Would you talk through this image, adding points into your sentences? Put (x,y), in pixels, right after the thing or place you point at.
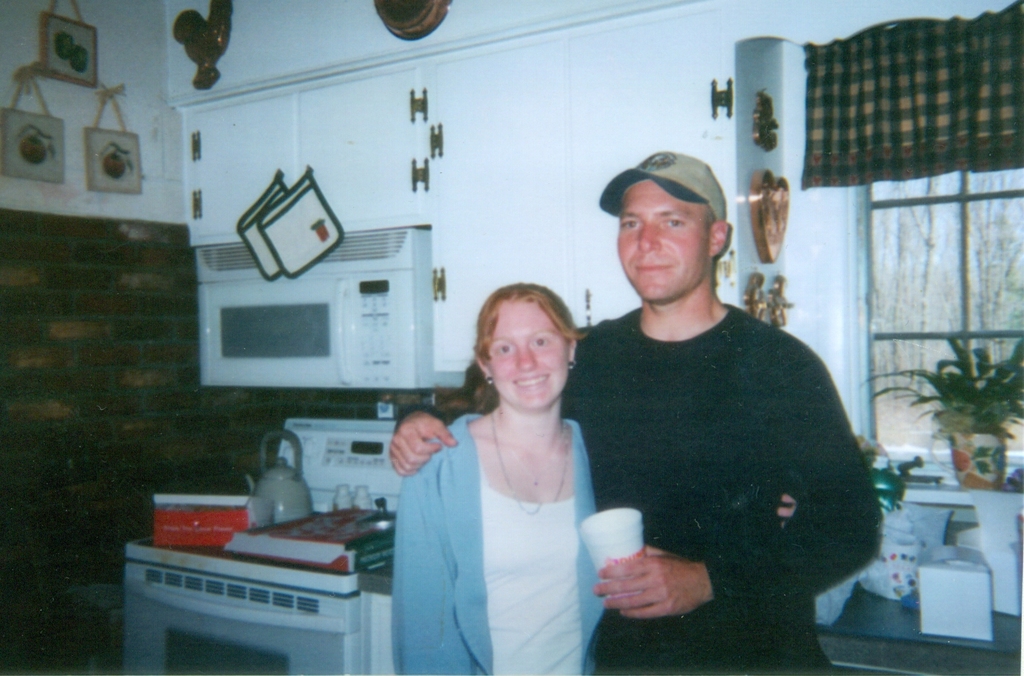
In this picture we can see a man (651,597) holding a cup (620,522) and standing. There is a woman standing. We can see a kettle (284,510), box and a book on a stove (226,560) on the left side (296,545). There are few clothes (287,263) on a cupboard (539,81). We can see a box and a houseplant (959,438) on the shelf (903,622) on the right side (1000,637). We can see an oven (431,315) and some other objects (752,289) on the wall (820,283). There are few tree trunks (938,266) in the background (975,297).
